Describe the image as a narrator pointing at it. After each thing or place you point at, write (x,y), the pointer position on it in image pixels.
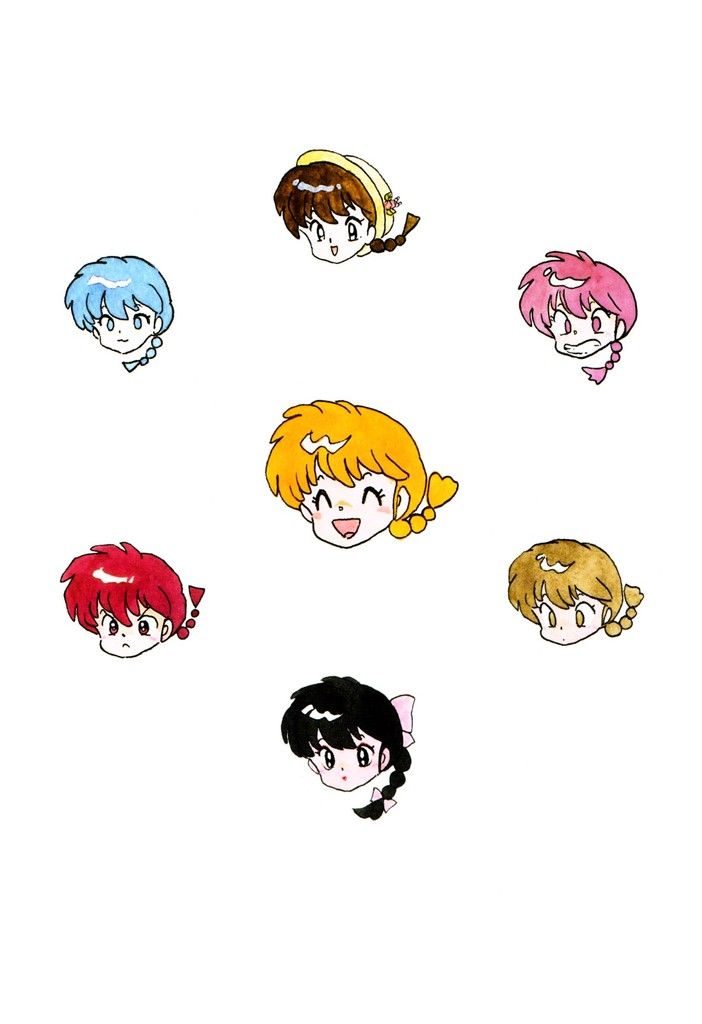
In this image we can see the clipart of many cartoon girls' heads (273,440), the background (646,494) is in white color.
